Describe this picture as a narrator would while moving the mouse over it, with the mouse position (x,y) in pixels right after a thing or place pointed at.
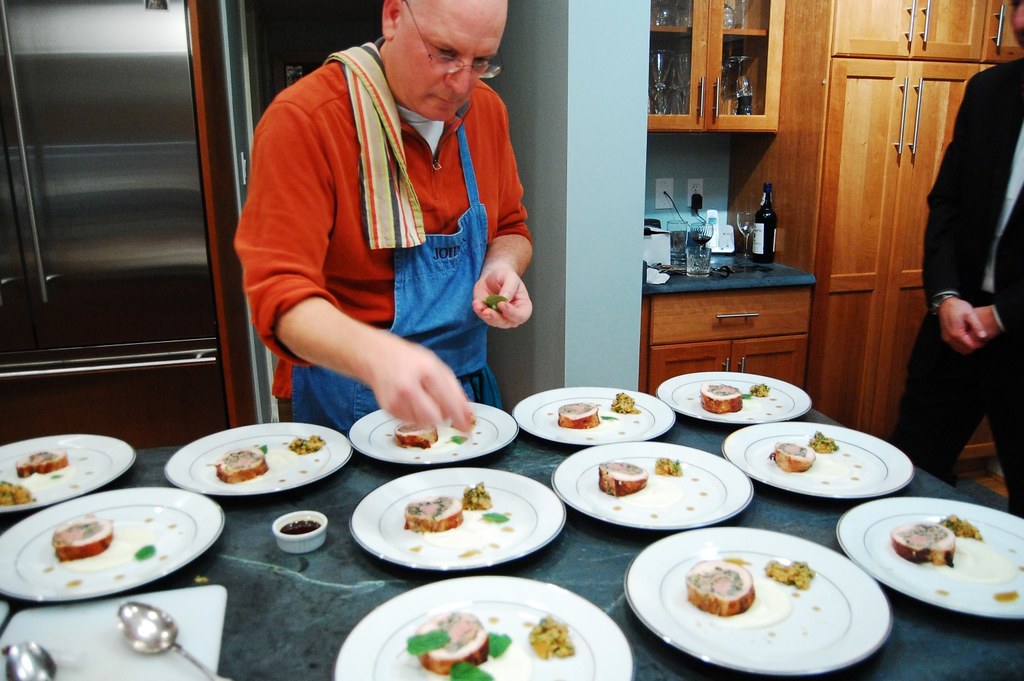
In this picture there is a man (442,285) wearing red color top (299,191) and denim apron (456,318), he is arranging the food (777,449) in the white plates (555,529) which is placed on the table (680,663). Behind there is a wooden wardrobes (826,238). On the left corner (121,190) there is a silver color refrigerator (108,182).
